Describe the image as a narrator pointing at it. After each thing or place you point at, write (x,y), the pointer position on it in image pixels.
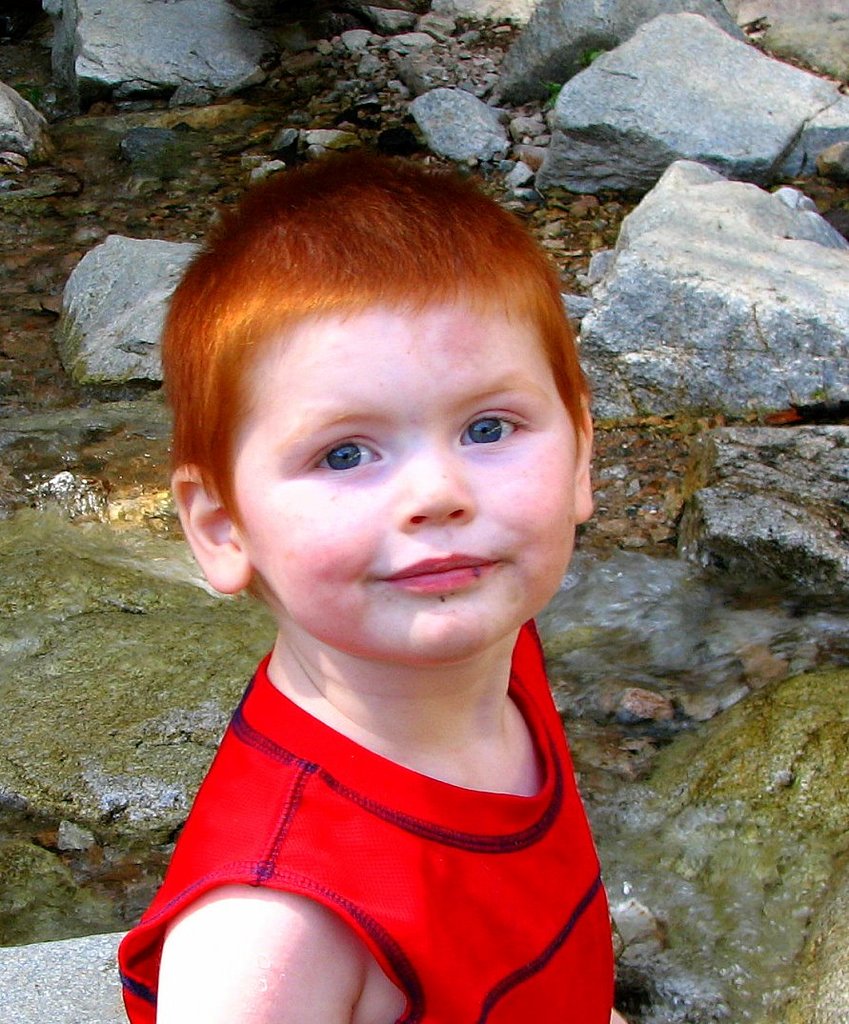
In this image we can see a kid (490,673). In the background (787,842), we can see the stones (66,558).
